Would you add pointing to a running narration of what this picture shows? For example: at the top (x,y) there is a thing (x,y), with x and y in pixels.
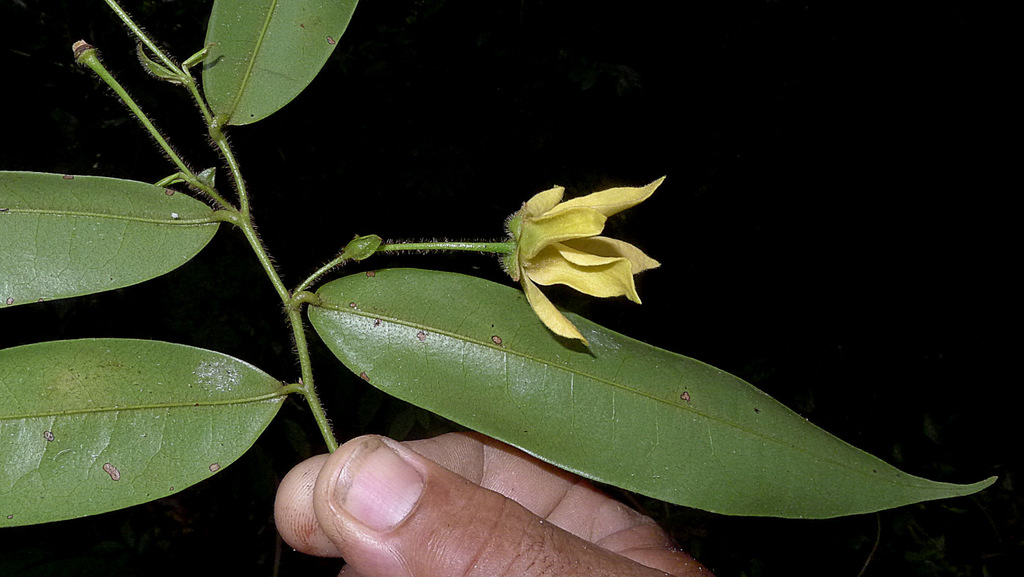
In this picture we can see few leaves (500,436) and we can see a human hand (456,436) at the bottom of the image (373,443), also we can find a flower (514,246).
